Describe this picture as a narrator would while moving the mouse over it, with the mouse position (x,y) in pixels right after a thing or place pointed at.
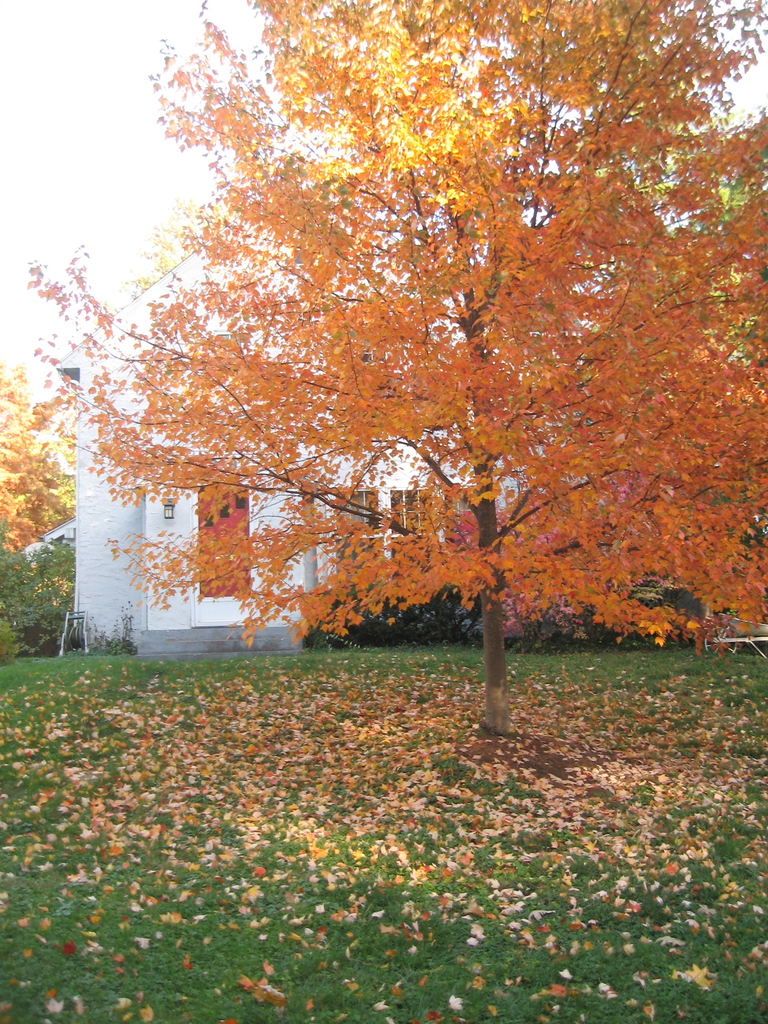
In the center of the image (387,568) there is a tree (425,382). In the background of the image (222,326) there is a building (222,270). At the bottom of the image (287,962) there is grass (229,865). In the background of the image (106,229) there is sky (65,202).
